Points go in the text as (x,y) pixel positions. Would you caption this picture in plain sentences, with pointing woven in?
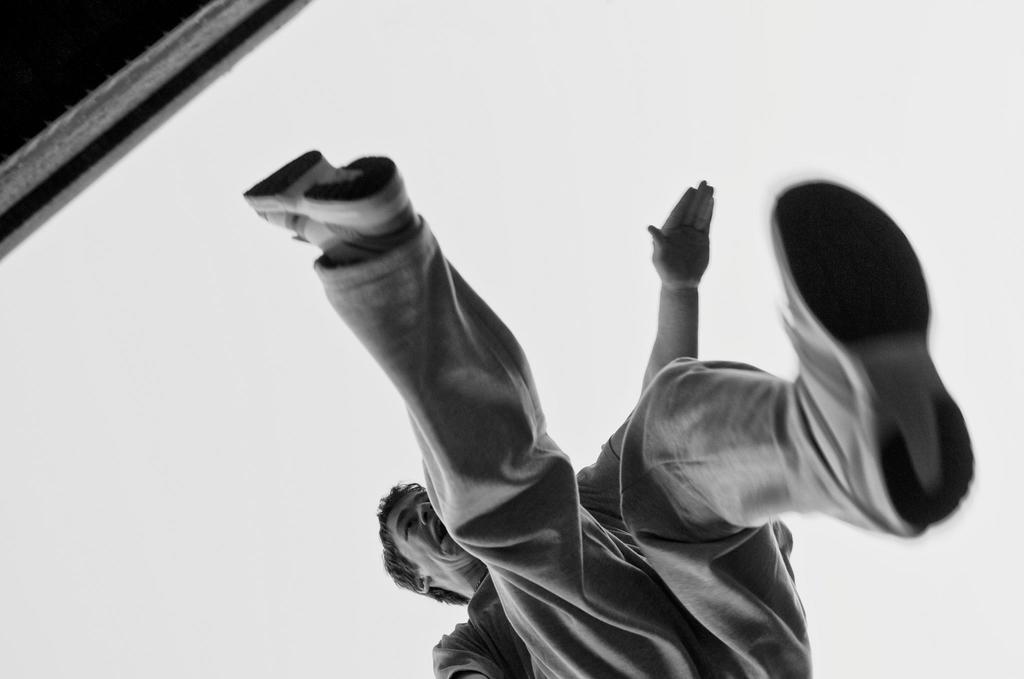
This is a black and white image. In the front of the image (458,437) we can see a man (390,275) jumping. In the background of the image (396,29) there is the sky (270,67) and an object (201,90).
